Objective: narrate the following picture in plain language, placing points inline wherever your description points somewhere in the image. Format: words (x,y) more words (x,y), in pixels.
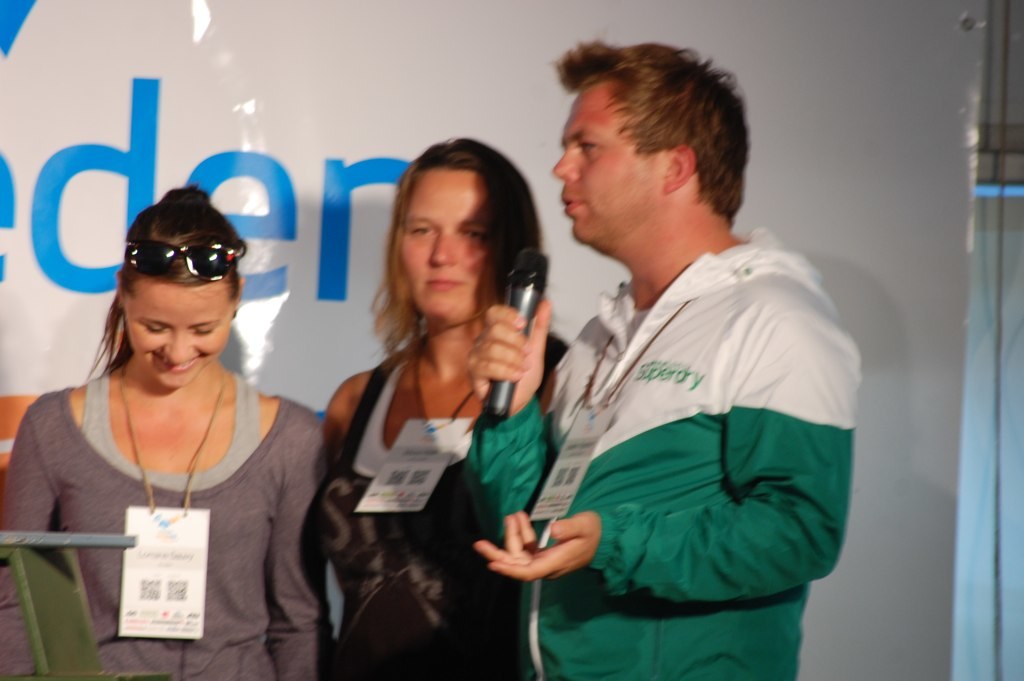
In this image we can see three people (443,376) standing and a man (660,231) holding a mic (530,292) and in the background (818,161) there is a white color wall (830,155) with text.
